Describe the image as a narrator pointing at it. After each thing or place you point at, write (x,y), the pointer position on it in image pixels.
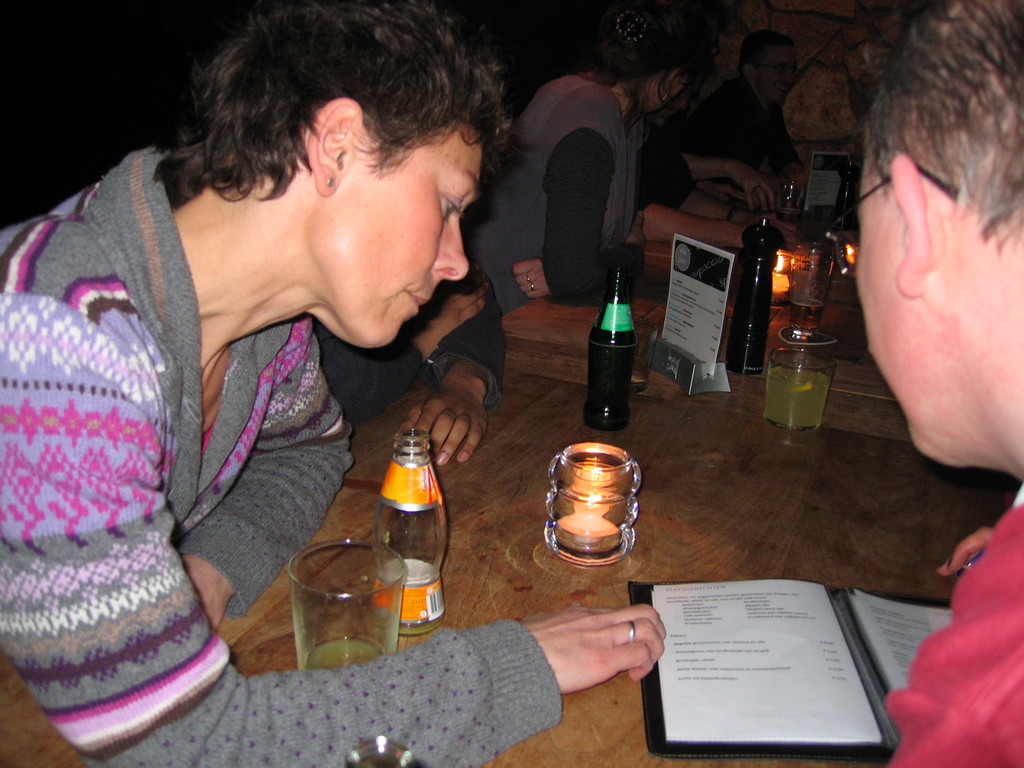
In this image we can see persons (738,93) sitting around the table (661,491). On the table (520,558) we can see glass (356,638), beverage bottle (385,515), candle (588,507), menu (685,296), book (731,602).
